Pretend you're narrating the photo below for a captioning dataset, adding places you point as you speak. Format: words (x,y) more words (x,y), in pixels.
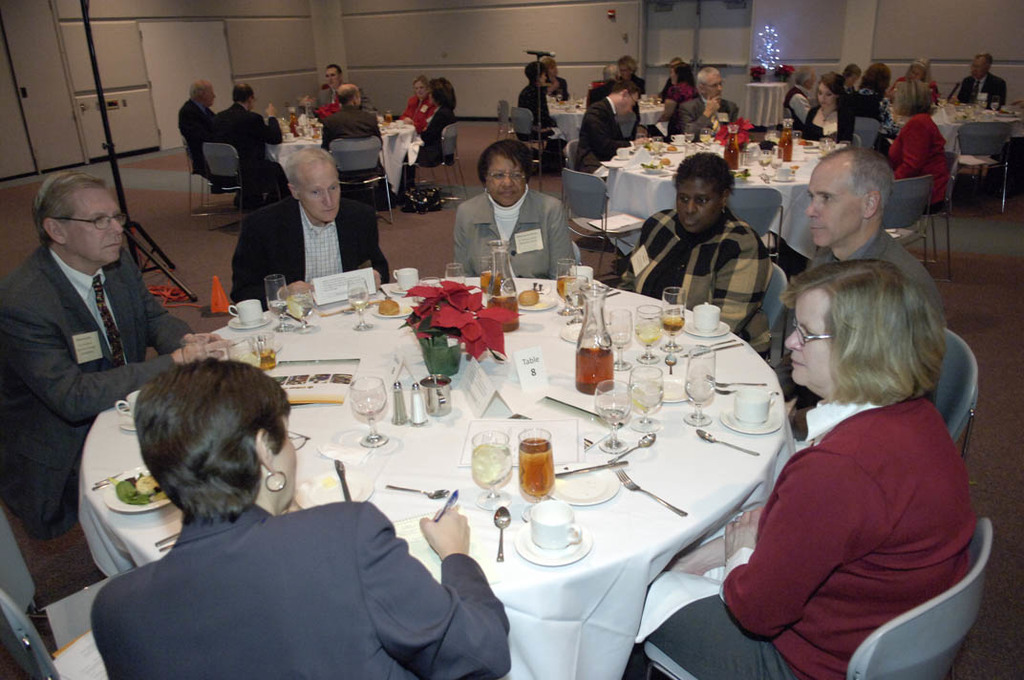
In the given image we can see many people (157,380) in circular way and there is a table (415,366) in front of them. We can even see many things (471,385) on a table (461,391) like wine glass (637,391), spoon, fork (627,484), teacup (541,539).
